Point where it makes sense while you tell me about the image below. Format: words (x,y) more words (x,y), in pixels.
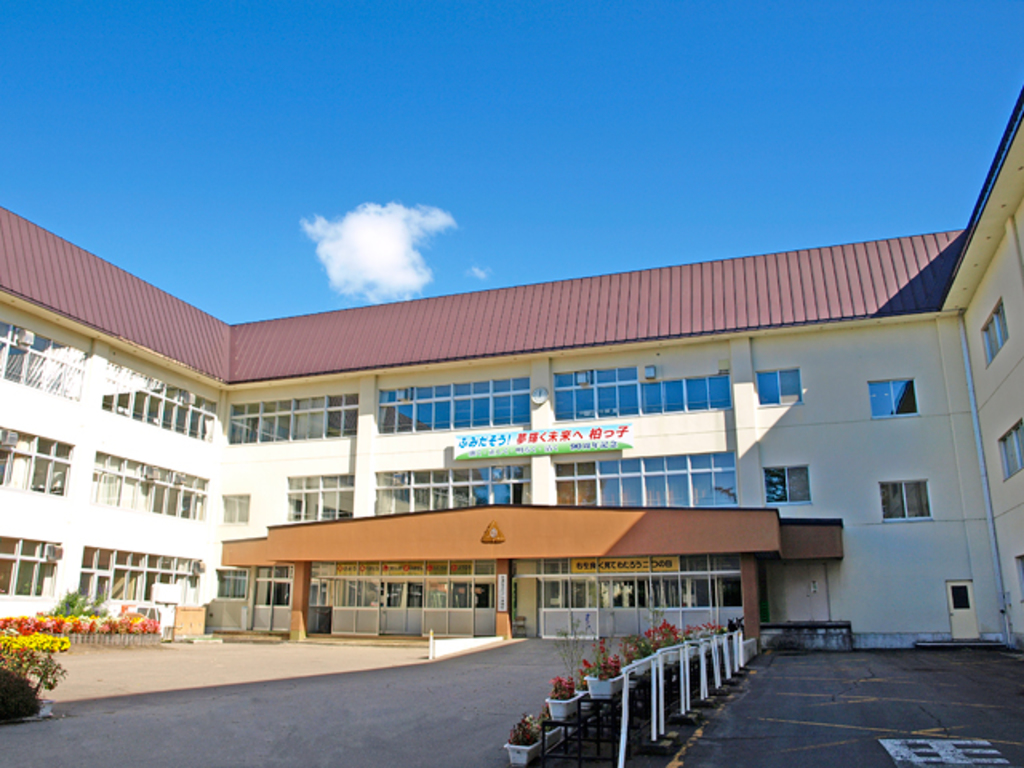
In the foreground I can see houseplants (610,694), fence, metal rods (580,736), building (455,404), windows (455,404), hoarding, boards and grass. In the background (926,44) I can see the sky (506,158). This image is taken may be during a sunny day.
